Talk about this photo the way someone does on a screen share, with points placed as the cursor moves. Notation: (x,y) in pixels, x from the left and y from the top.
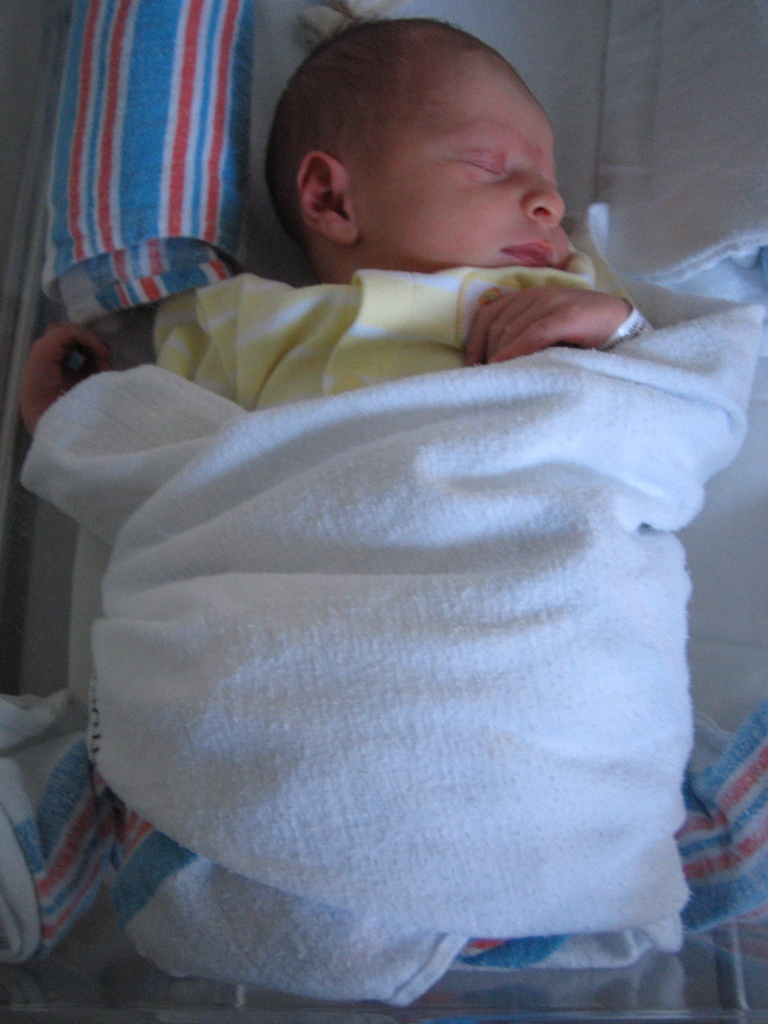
In this image I can see a baby (460,316) sleeping and the baby (408,330) is wearing cream and white color dress (273,325), and I can see a white color cloth (450,381).
